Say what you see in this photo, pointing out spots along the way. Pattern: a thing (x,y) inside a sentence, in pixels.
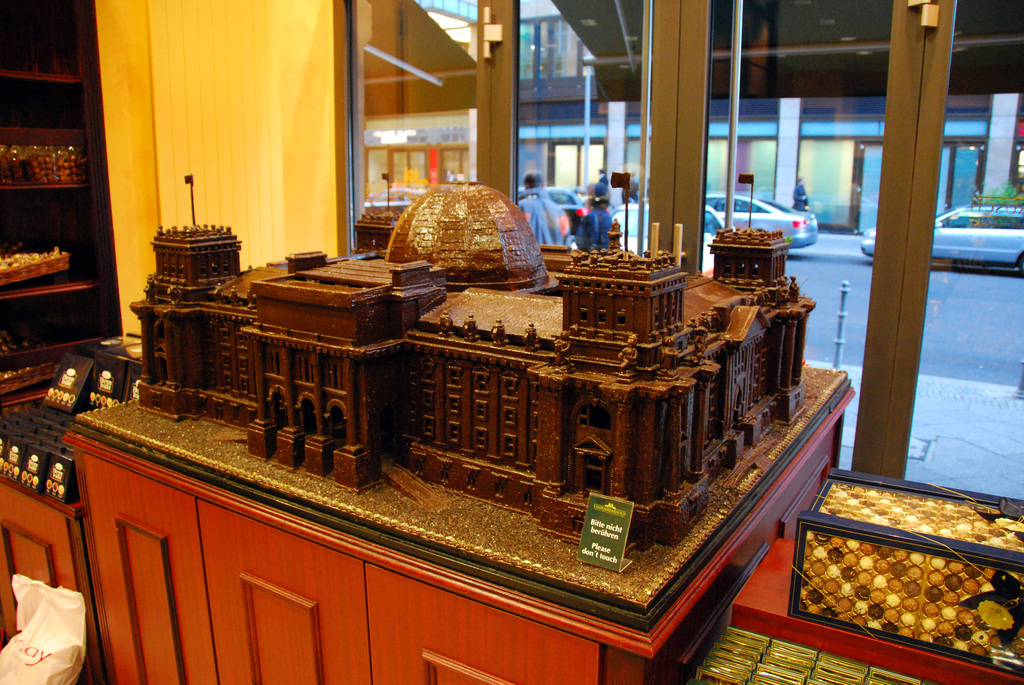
In this image I can see a brown colour miniature (464,411) of a building (528,414). Here I can see a board (600,547) and on it I can see something is written. In the background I can see few people (567,235) and few vehicles (618,215).
